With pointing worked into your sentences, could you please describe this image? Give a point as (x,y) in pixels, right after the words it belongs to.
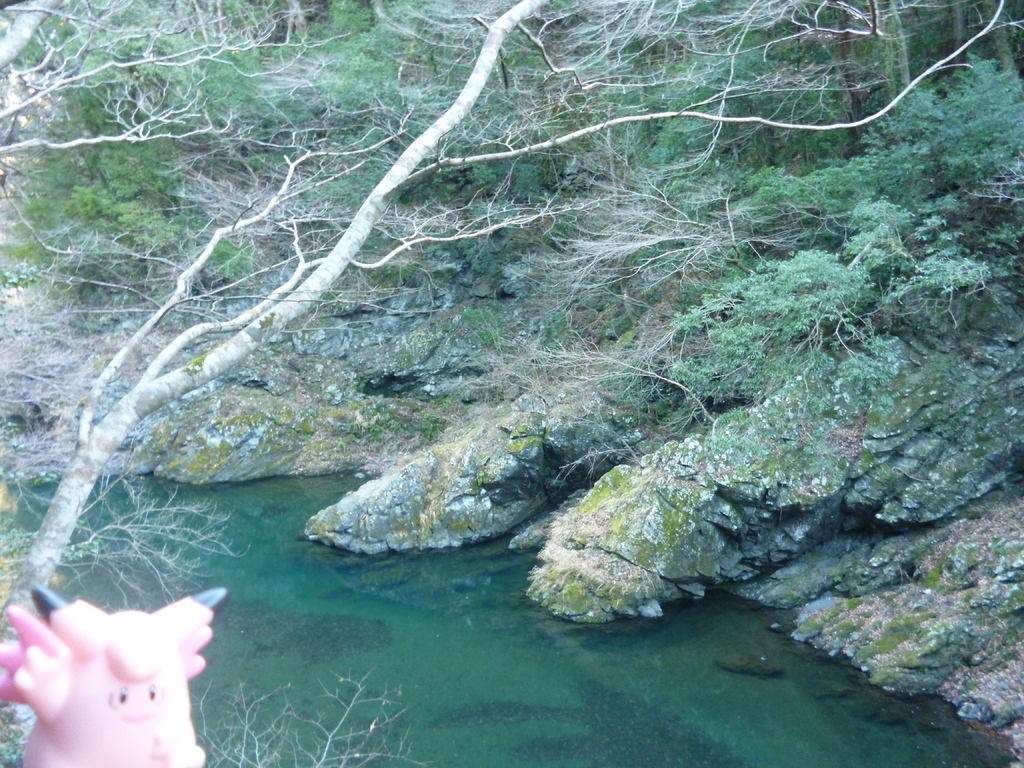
In this image in the front (134,704) there is a toy (117,692). In the center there is water (415,622). In the background (471,187) there are trees (433,163).
